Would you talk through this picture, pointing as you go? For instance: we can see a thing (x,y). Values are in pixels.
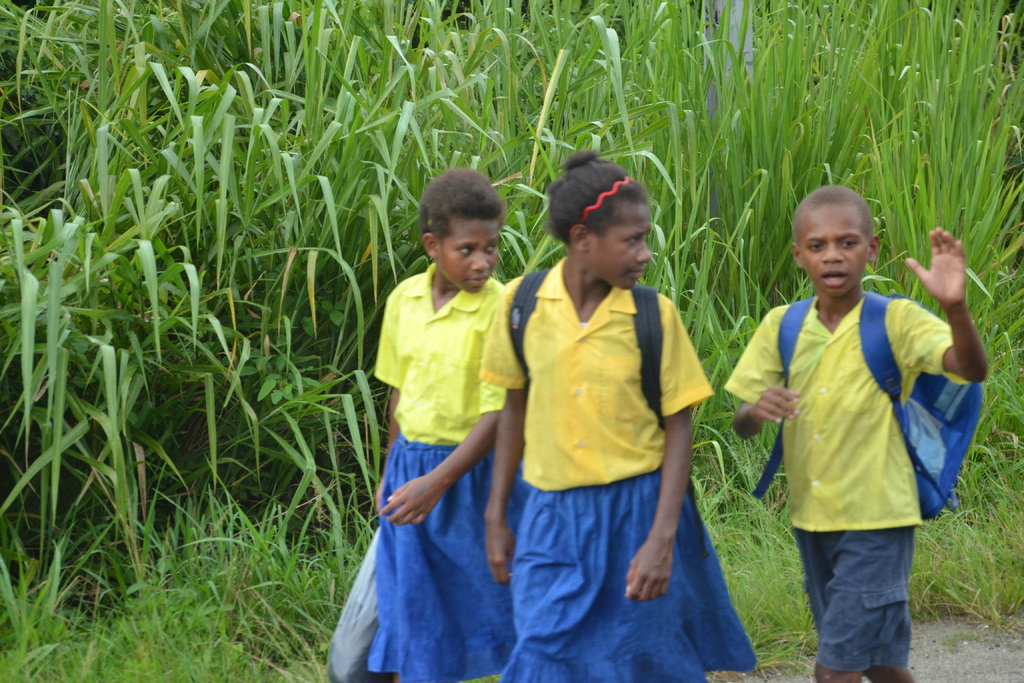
In this picture we can see three kids (580,404), among them a kid (408,538) holding an object (363,645). Behind the kids (561,390), there are plants (227,151), grass (221,533) and it looks like a pole (736,20).
